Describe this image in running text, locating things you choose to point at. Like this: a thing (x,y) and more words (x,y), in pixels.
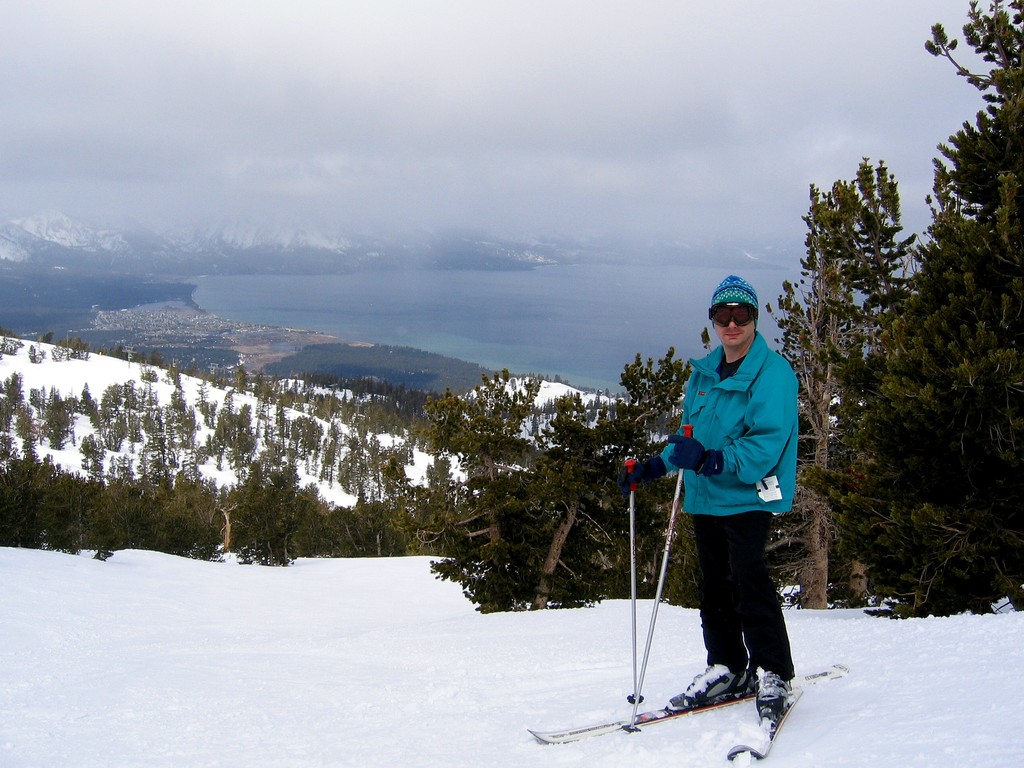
In the foreground of the picture (672,457) there is a person (685,506) on skis (643,719) and there is snow (444,659). In the center of the picture (439,458) there are trees (244,437) and snow (486,407). In the background (426,309) there are mountains (132,276) and a water body (458,299). Sky (197,56) is cloudy.
